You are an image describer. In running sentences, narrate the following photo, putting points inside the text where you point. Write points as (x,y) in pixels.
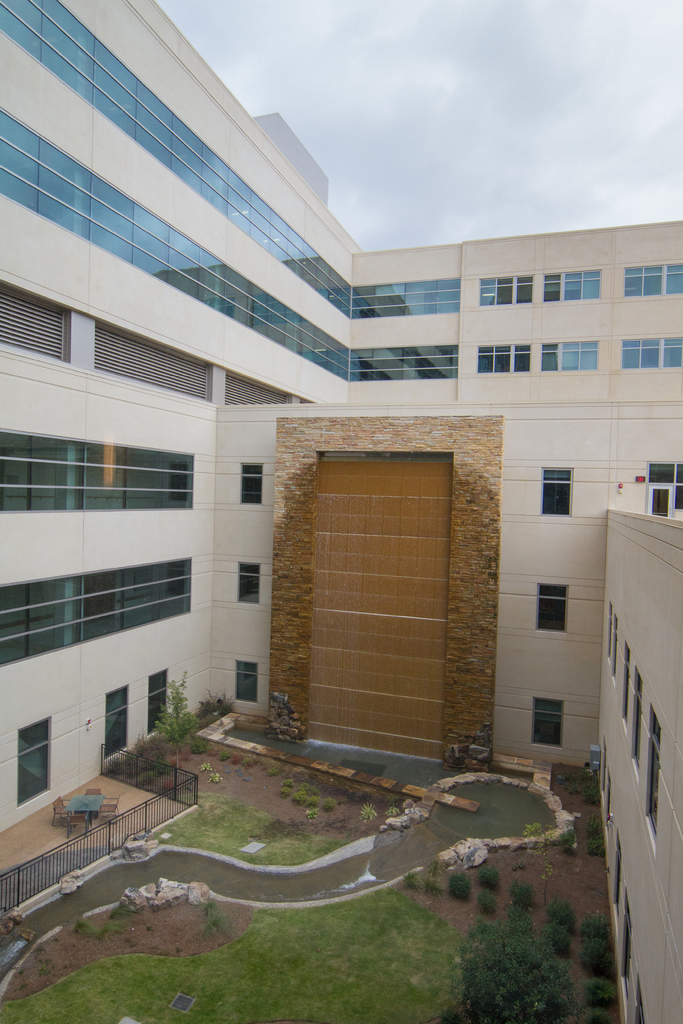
As we can see in the image there are buildings (159,552), windows (25,484) and trees (493,968). There is fence (171,809), water (395,862), grass (356,941) and at the top (513,59) there is sky (324,83).
